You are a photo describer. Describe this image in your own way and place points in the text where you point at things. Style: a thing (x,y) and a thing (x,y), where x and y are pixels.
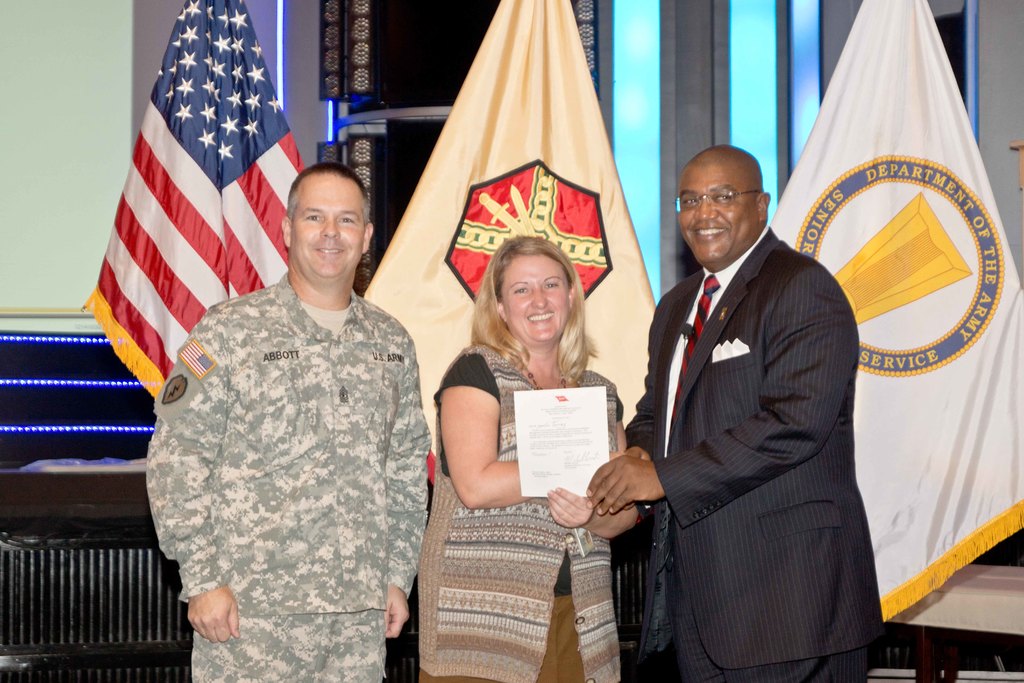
In the foreground of this picture (689,298) we can see a man (751,297) wearing suit (737,330), smiling, holding a paper (600,449) and standing and we can see a woman (537,324) smiling, holding a paper (571,466) and standing and we can see a person (321,310) wearing uniform (309,518) and standing. In the background (419,108) we can see the flags (856,98), decoration lights (761,111) and we can see the text (925,169) on the flag (904,224) and we can see some other objects (439,23) in the background (98,617).
